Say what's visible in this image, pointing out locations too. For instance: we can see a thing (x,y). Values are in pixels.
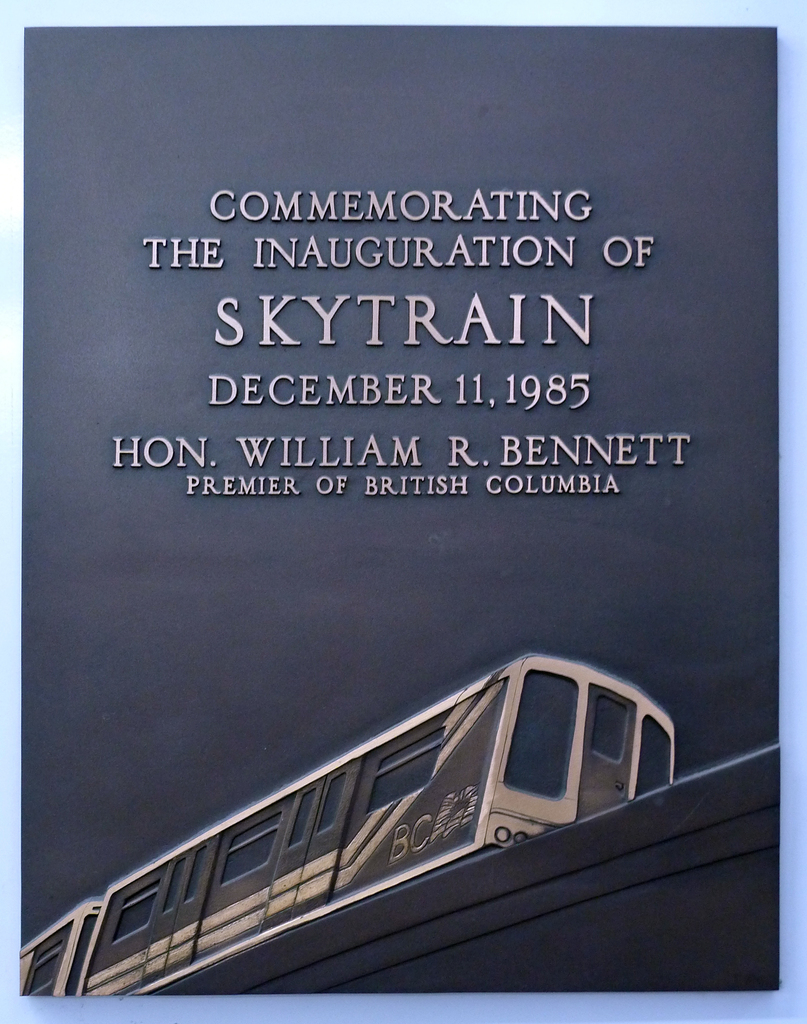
It looks like an image on the book (499,458), at the bottom (659,751) there is the train (648,753).
